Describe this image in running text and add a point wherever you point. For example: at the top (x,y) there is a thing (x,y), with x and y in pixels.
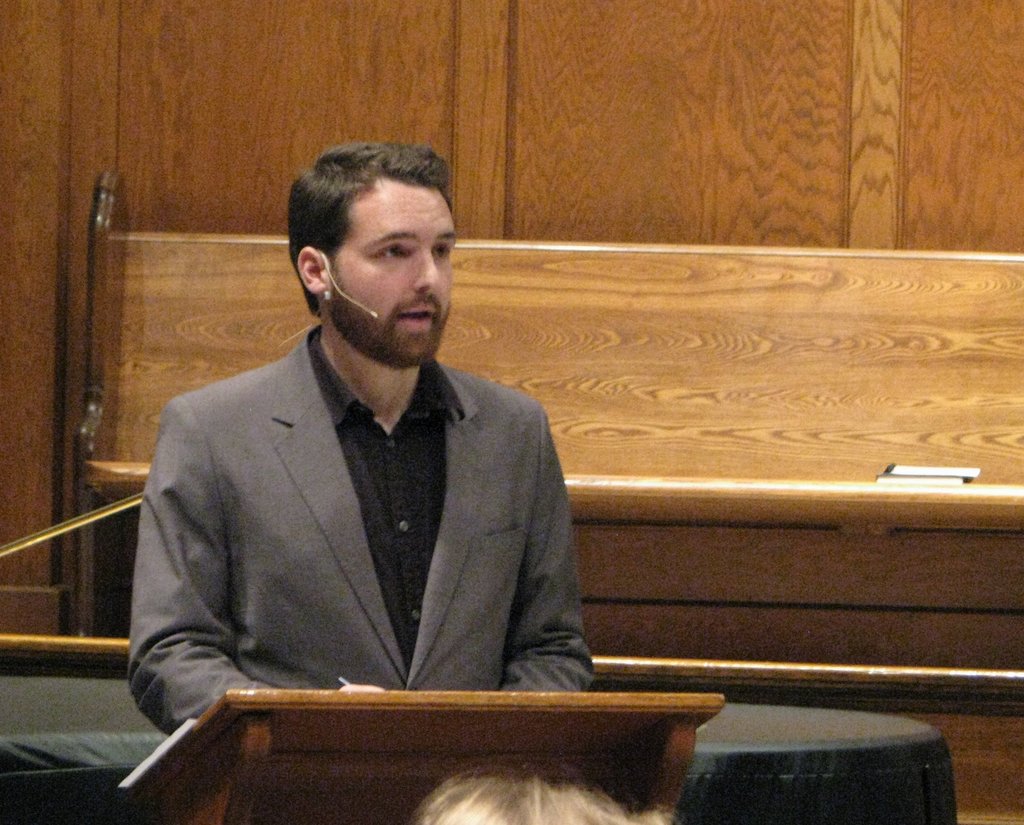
In this picture there is a person (466,529) wearing suit (445,520) is standing and speaking in mic (333,284) and there is a wooden stand (424,731) in front of him and there are some other objects (480,311) in the background (681,94).
